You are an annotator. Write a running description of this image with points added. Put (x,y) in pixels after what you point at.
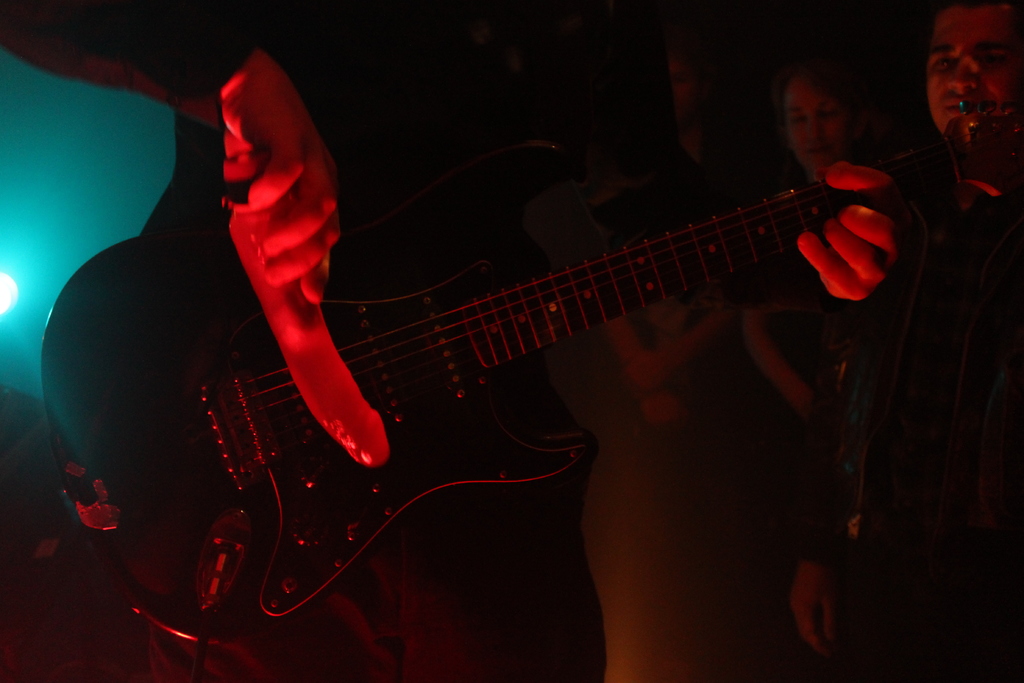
A man (476,23) is playing guitar (349,367) behind him there are few people (980,600).
